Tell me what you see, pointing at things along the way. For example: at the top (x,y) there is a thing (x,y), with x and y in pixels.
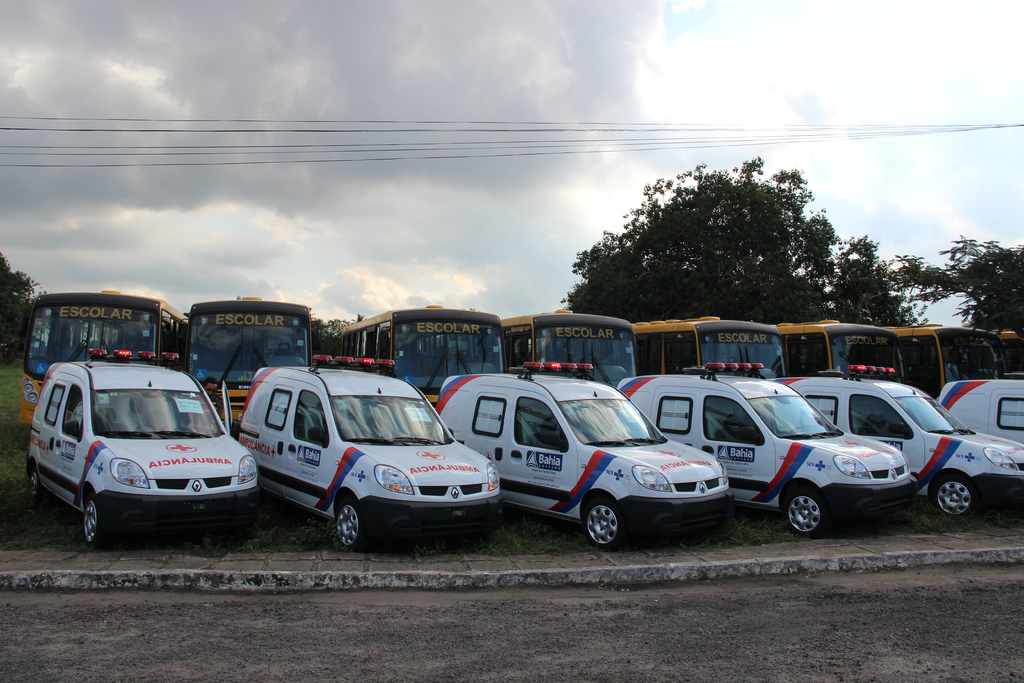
In this image we can see cars (209,401), buses (92,341), trees (721,245), sky (382,232). At the bottom of the image (513,615) there is road (468,624).
